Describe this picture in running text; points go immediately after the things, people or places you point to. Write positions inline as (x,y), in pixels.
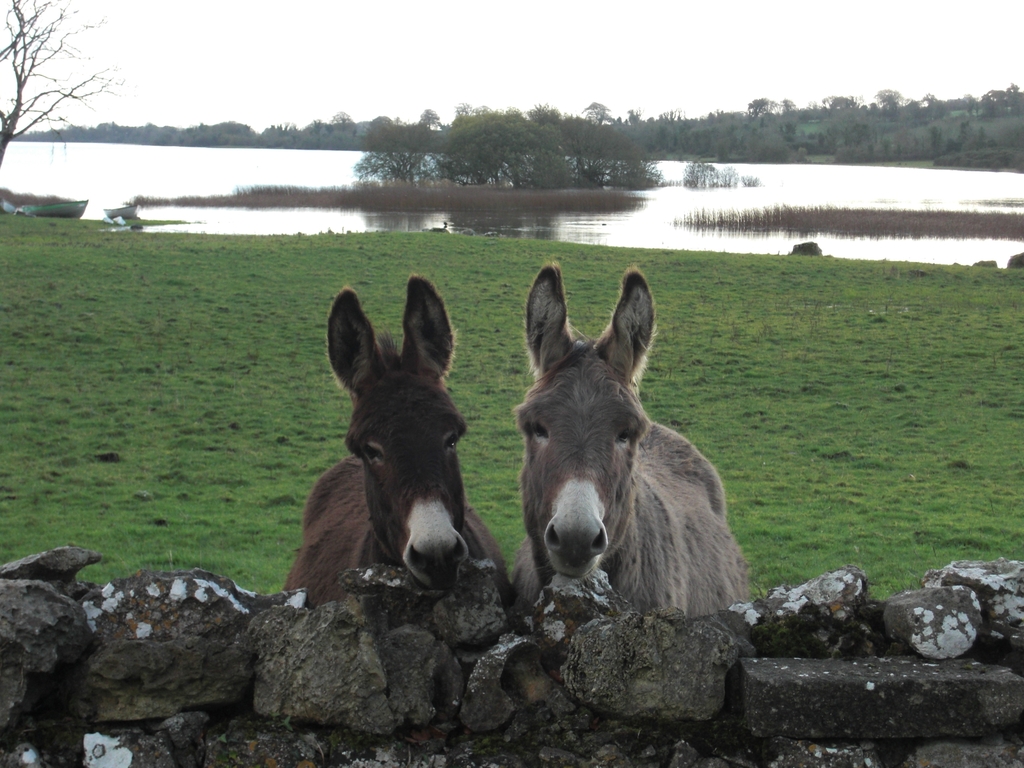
In this image we can see two animals (535,422), there is a wall (498,651), rocks (432,687), there are trees (607,150), also we can see the lake (728,210) and the sky (728,54).
